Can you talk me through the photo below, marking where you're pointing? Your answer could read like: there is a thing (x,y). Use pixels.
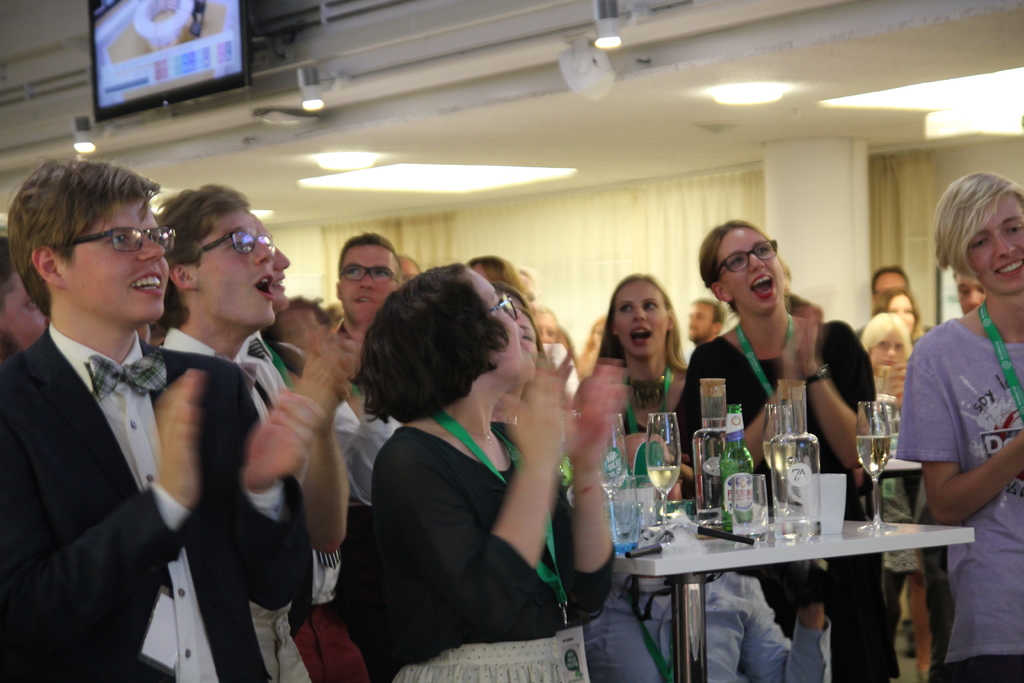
This is an image clicked inside the room (1,206). Here I can see few people (377,469) are singing a song by clapping their hands (527,428). On the right side of the image (704,587) there is a table (686,563), on that few glasses (625,473) and bottles (718,482) are placed. On the top of the image (147,44) there is a screen (135,55) attached to the wall (286,59). In the background (785,199) I can see a pillar (813,212) beside there is a curtain (585,252).
